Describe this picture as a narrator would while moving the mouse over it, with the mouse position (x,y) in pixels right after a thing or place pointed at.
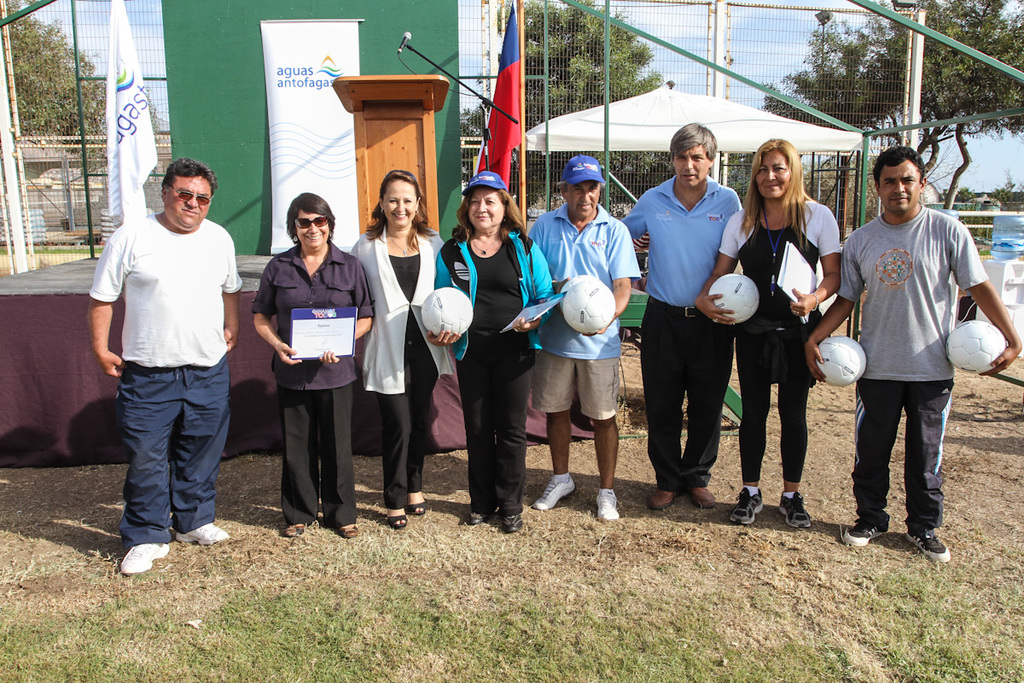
In this image we can see a group of people (709,349) standing in the grass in which some of them are holding footballs (736,318) and some of them are holding papers (341,355), behind them, we can see a stage (54,284), on the stage (79,271) we can see the podium (393,146), a microphone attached to a small pole (450,77) and a banner (299,100), there we can see two flags (122,118), fences (891,85), few poles (843,235), trees (937,96).
